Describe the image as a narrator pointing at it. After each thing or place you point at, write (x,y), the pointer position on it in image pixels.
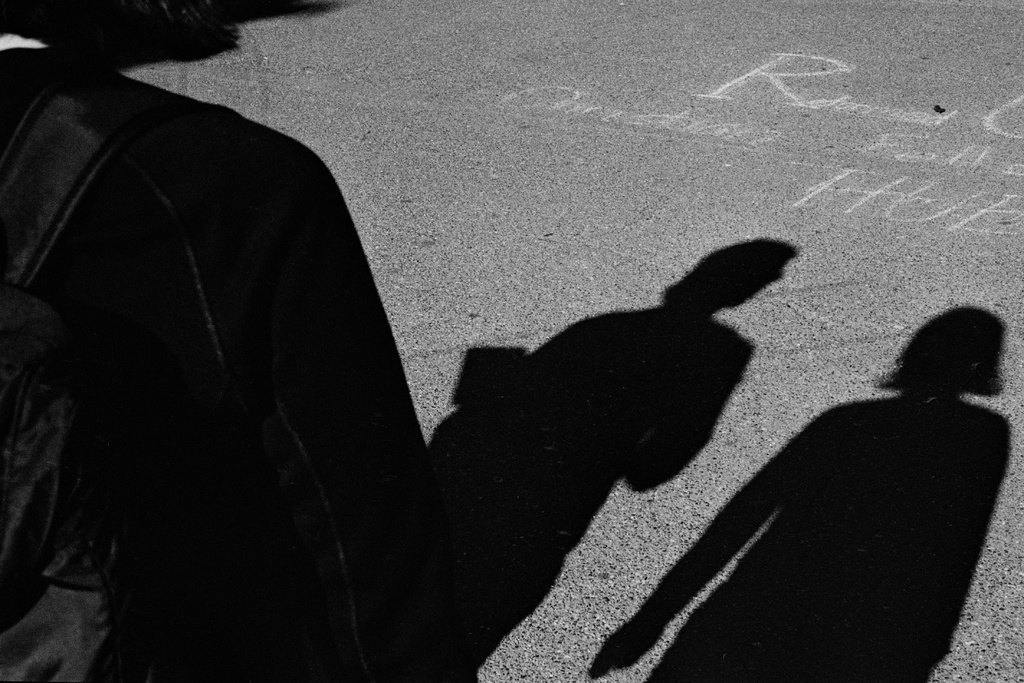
In this image I can see a person shadow (958,449) visible on the road (809,285) I can see a black color jacket (130,242) and I can see a backpack (35,438) attached to the jacket (324,439).
